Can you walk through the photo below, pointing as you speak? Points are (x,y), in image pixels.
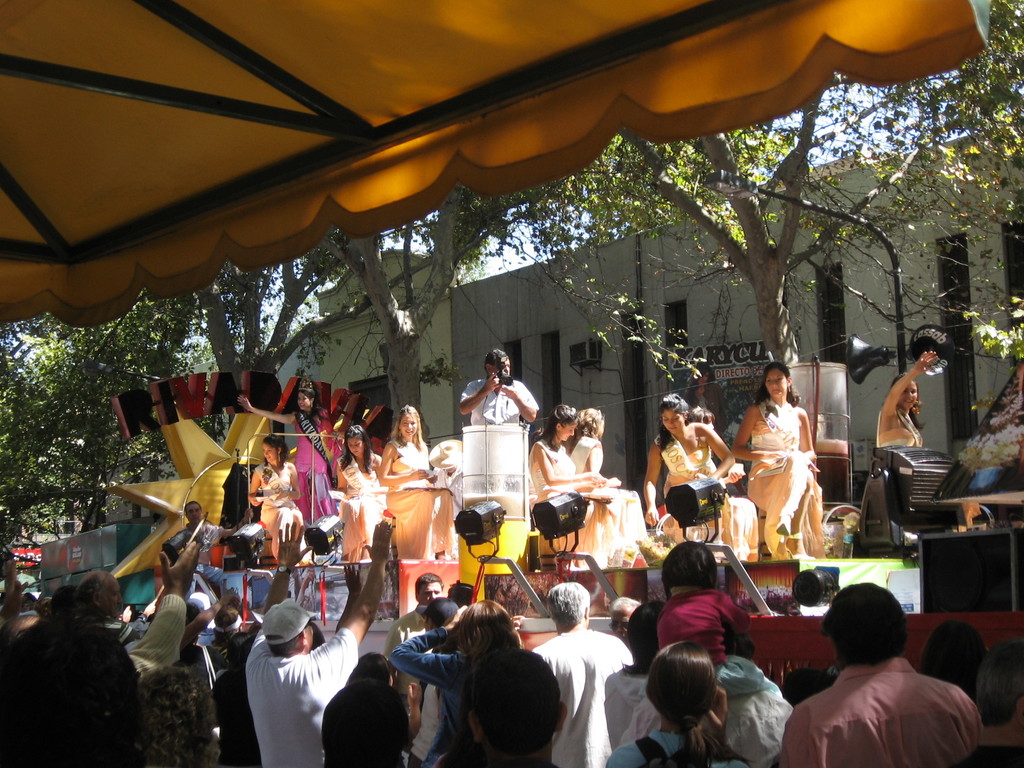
In this picture we can see tent (356,53), rods (338,115), building (481,309), trees (106,336), people (198,522), focusing lights (256,533), speakers (895,352), light pole (860,218), hoarding (60,554), pictures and things (105,565). Middle of the picture (473,400) a person (478,422) is standing and holding a camera (502,373).
